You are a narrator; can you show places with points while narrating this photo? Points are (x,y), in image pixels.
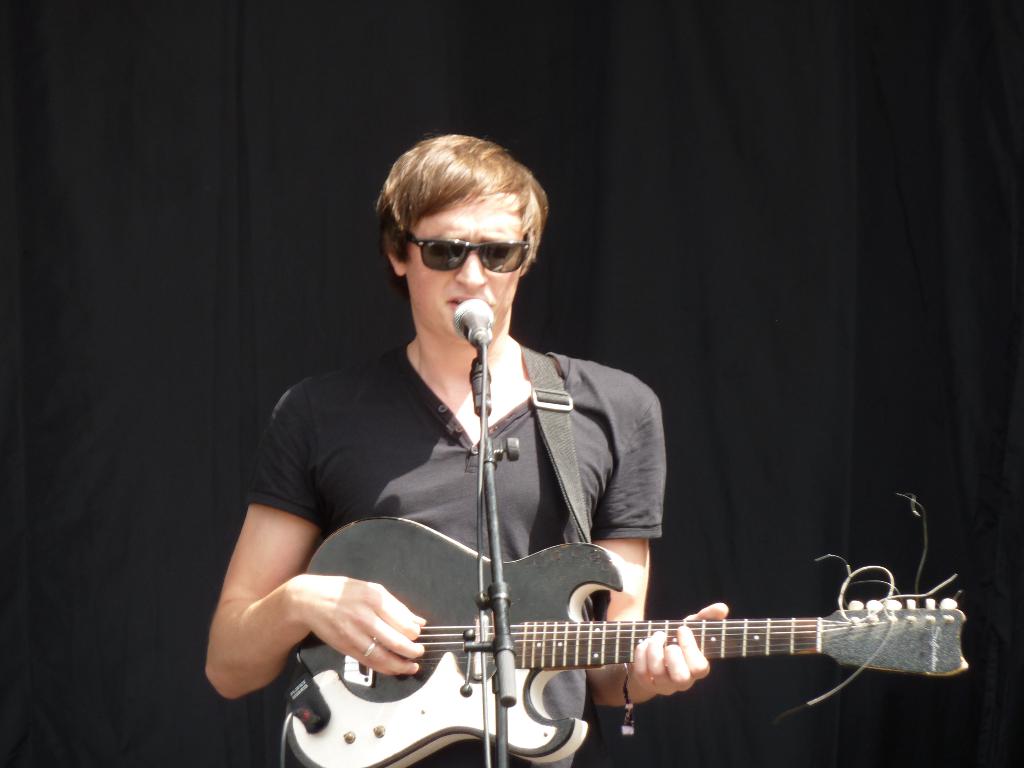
In this image we can see a person (431,343) is standing and playing the guitar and singing, and in front (471,334) here is the microphone (478,312) and stand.
